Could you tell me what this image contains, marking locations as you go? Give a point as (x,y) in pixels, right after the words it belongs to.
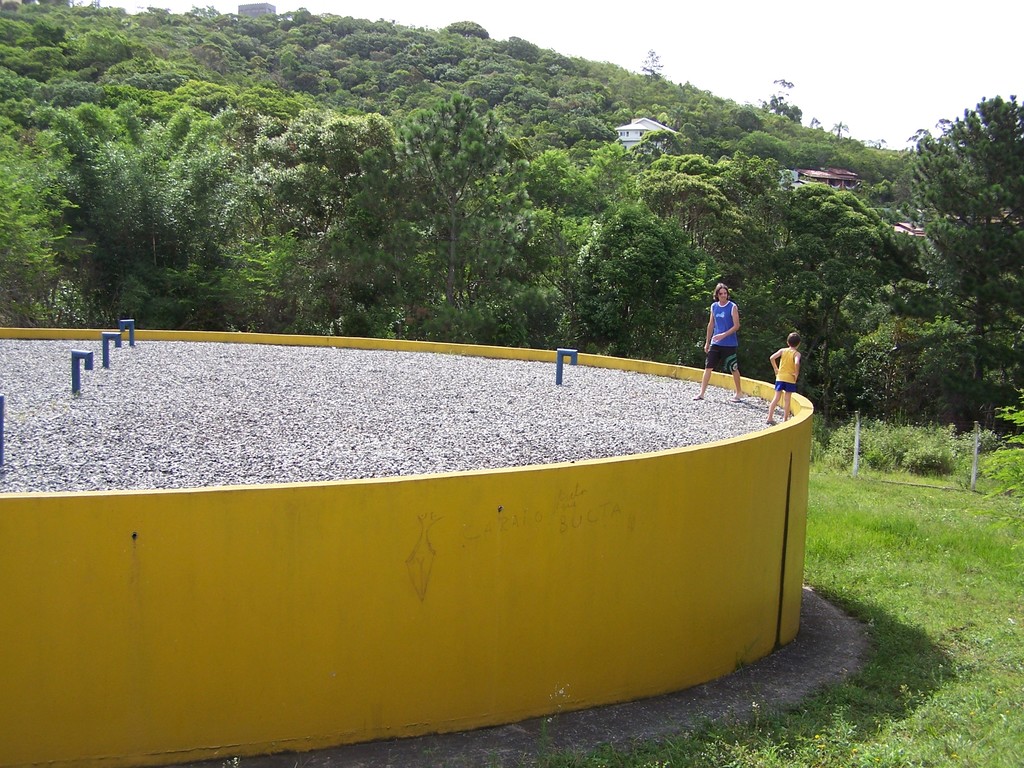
In the image there is a man (730,360) and a boy (776,370) standing on gravels (235,428) which is inside a huge tub (501,561), on the right side (946,550) there is grassland (836,555) in the back (240,148), there are trees (407,166) all over the hill (870,159) and above its sky (607,28).
